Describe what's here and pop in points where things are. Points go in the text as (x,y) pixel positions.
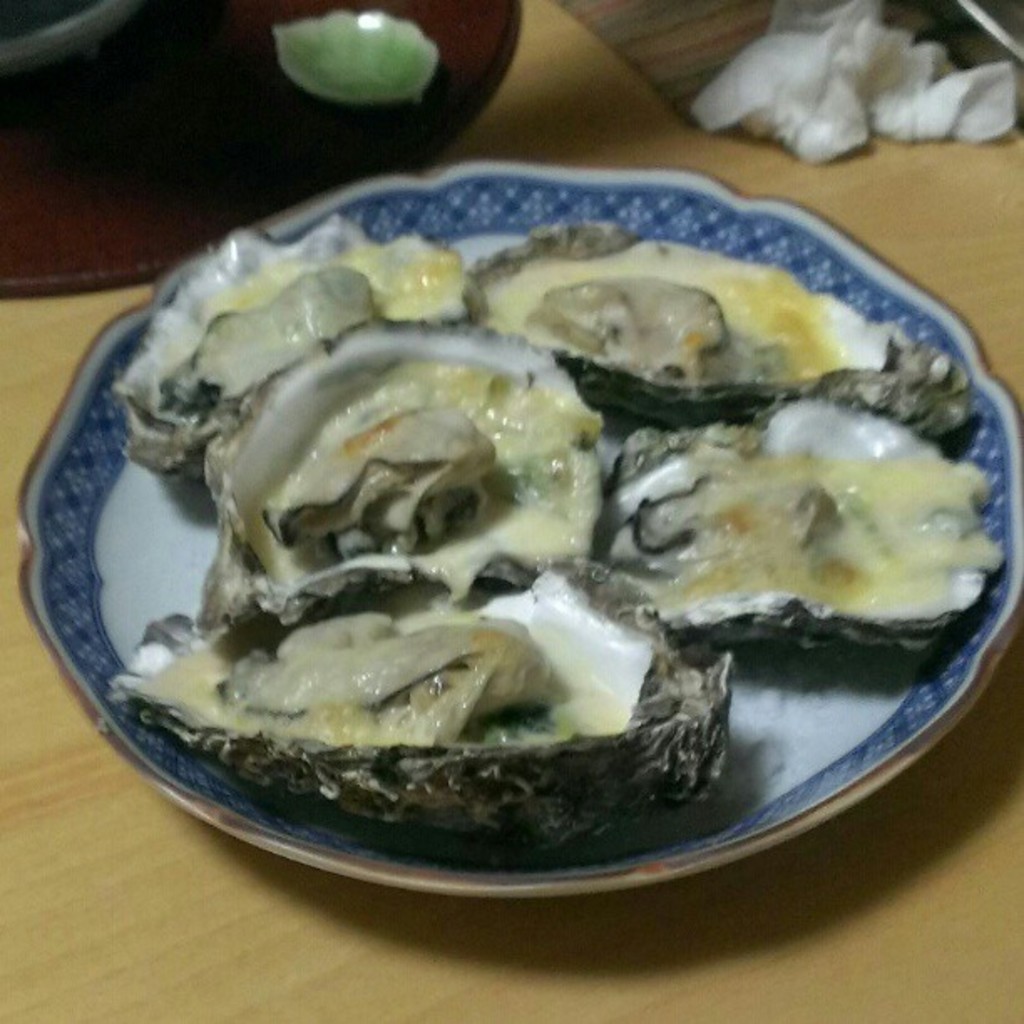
In this picture we can see plate (768,239), food (358,328), mat (257,181) and objects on the wooden platform (702,927).
